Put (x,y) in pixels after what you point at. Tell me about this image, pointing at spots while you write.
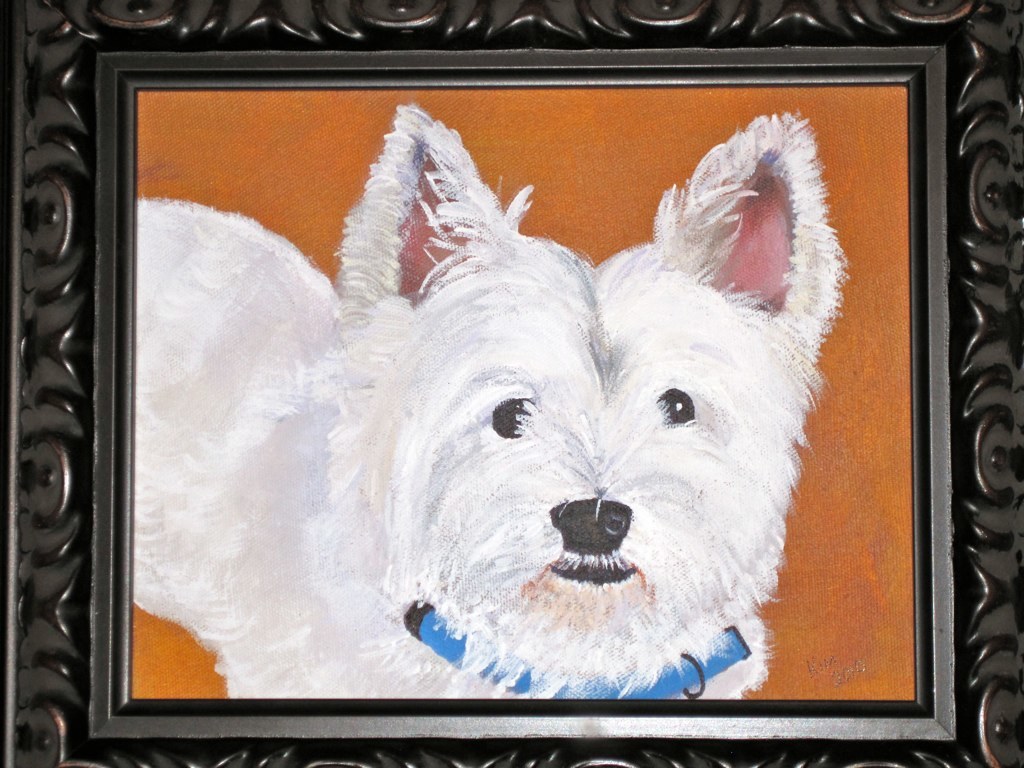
In this image I can see a black colored photo frame (72,246) and I can see a photo (610,167) of a dog (416,320) which is white and black in color. I can see a blue colored belt (451,640) to its neck (675,651) and the orange colored background (822,542).
